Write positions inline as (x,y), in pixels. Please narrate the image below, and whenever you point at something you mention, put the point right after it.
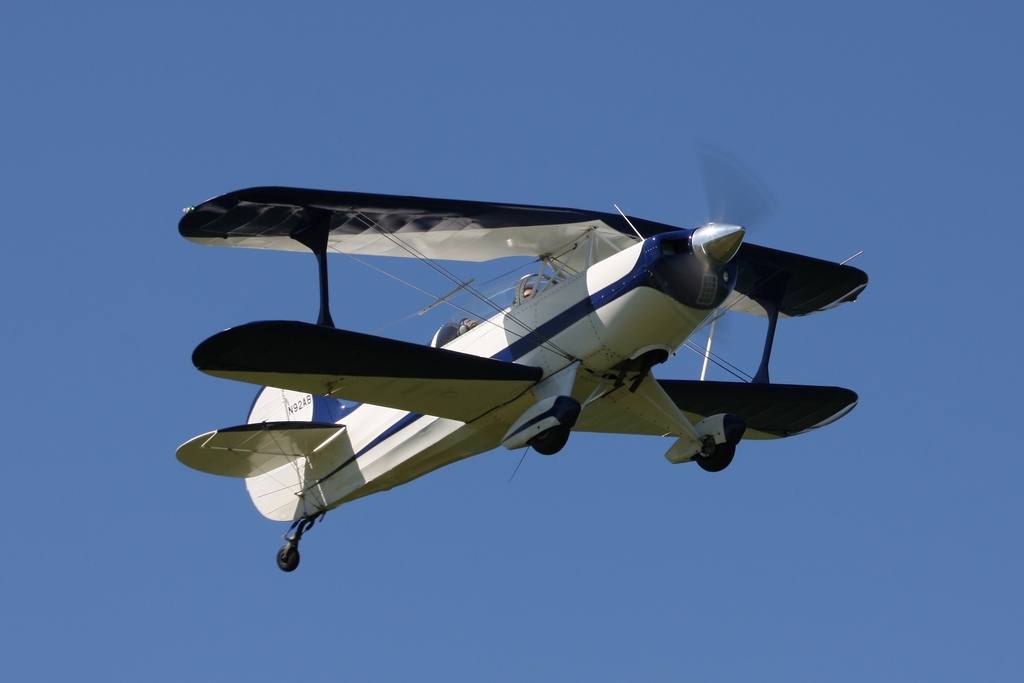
In this image, there is a flying object (828,294) in the sky (803,246) and the background (873,145) is the sky (863,361).
